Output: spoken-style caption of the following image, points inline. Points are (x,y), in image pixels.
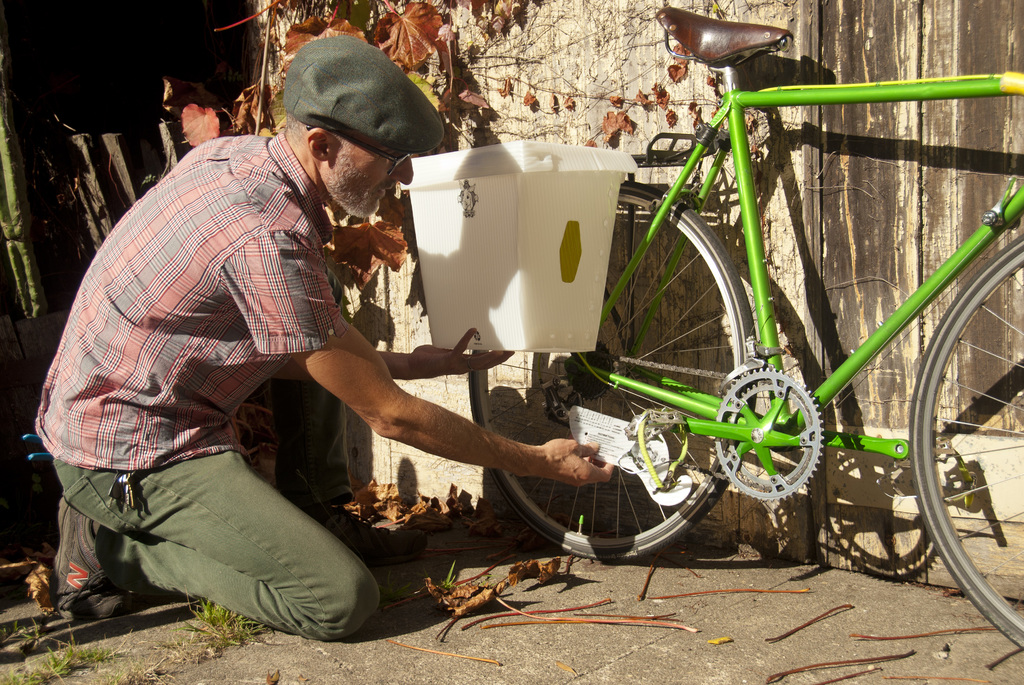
on the right side of this image (694,368) there is a bicycle (794,396) placed on the ground (726,609). On the left side (181,457) there is a man (203,261) sitting on the knees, holding a basket (499,256) in the hand (495,355) and holding a part (632,430) of a bicycle (638,430) with the other hand (559,463). On the ground (503,596), I can see few leaves (396,497), sticks (598,621) and grass (90,660). In the background (503,69) there is wooden surface (868,38) and a plant (415,43). At the back of this man (182,232) there are few sticks (93,200).
